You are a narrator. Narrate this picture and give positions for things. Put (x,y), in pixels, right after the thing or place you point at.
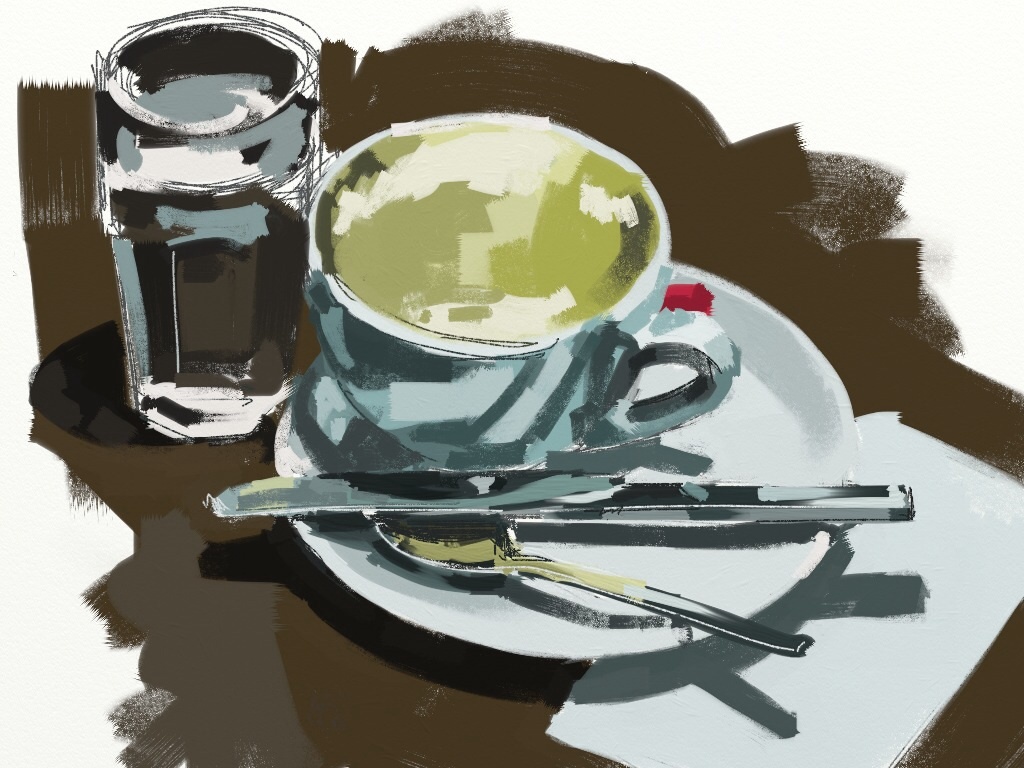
In this image there is a painting (694,423). There are glass (203,278) and cup (365,255) with saucer (659,583) and spoon (644,588) and knife (700,508).
